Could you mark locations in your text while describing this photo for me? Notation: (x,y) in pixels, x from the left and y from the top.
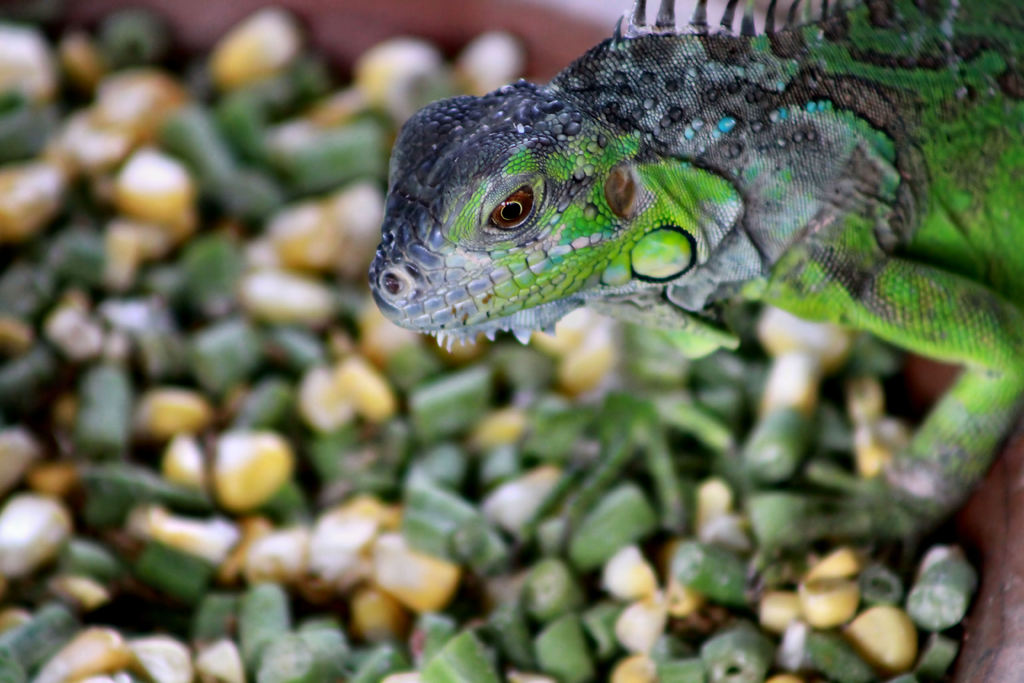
This is a macro photography of an iguana (654,53) with a blurred background (203,87).
